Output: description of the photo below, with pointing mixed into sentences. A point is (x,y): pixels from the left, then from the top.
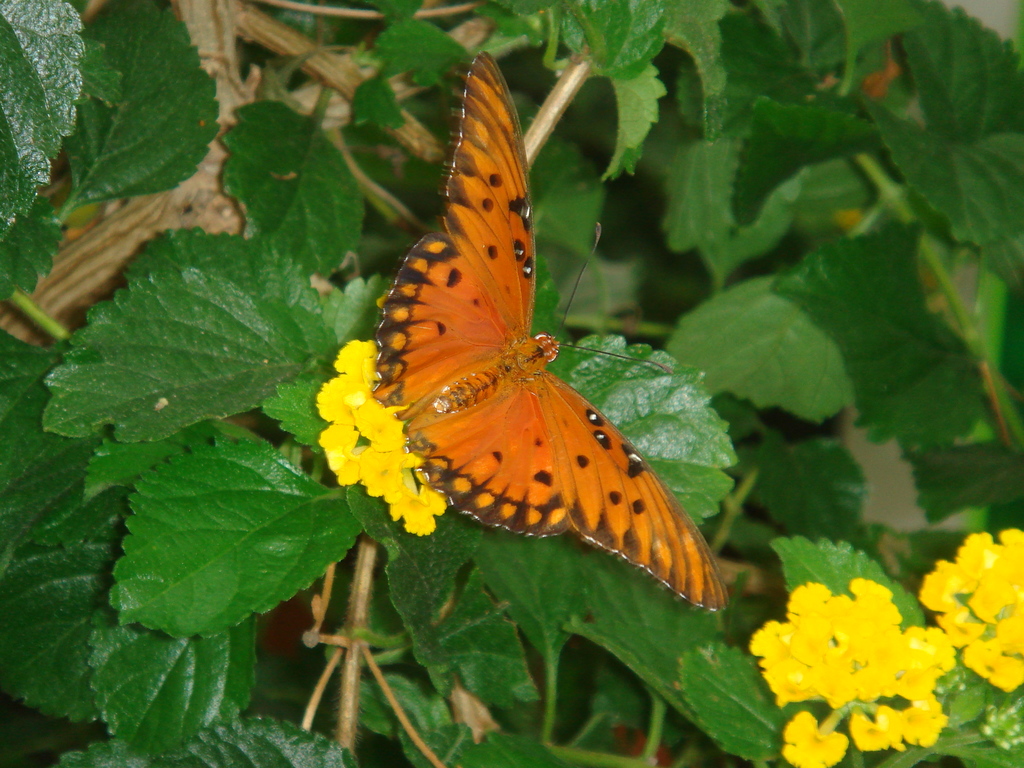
In the image there are stems (63,269) with leaves (761,226) and flowers (948,614). There is a butterfly (459,434) on the flowers (431,506).
